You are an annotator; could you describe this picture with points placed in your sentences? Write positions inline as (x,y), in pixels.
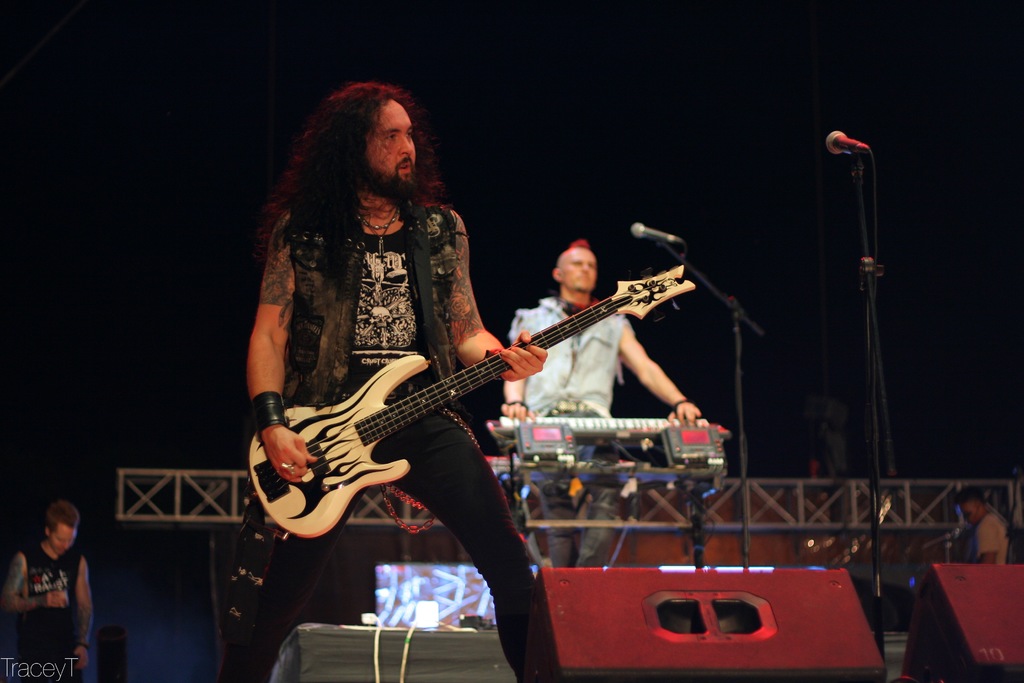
In this image, few peoples (392,358) are playing a musical instruments (549,420) in-front of microphone (660,232), we can see rods (716,529), stands (694,500), wires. At the bottom (978,546), we can see few peoples (42,624) are standing.
